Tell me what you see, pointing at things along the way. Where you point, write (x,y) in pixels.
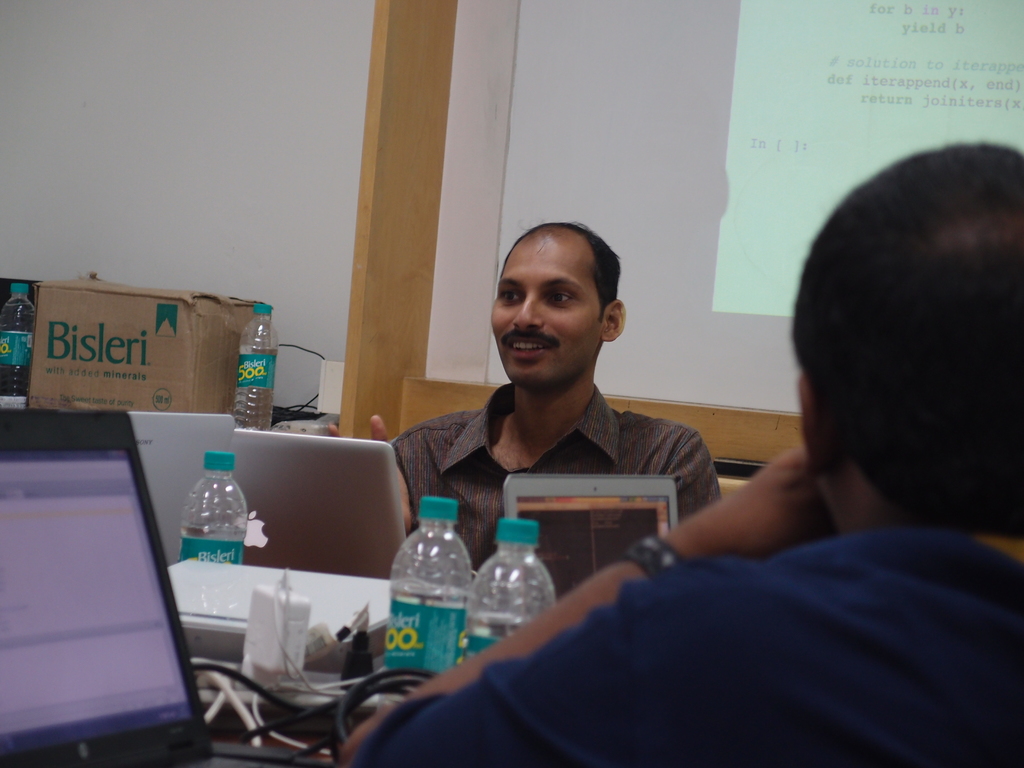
On the right hand side (903,445), there is a man (890,572) in blue color t-shirt (778,614). In front of him, there is a man (516,374) sitting and laughing. There are laptops (258,465), bottles (517,524), scanner (237,603) on the table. In the background (253,389), there is a box (213,377), bottle (249,362), white color wall (244,110), a wood material (372,312), and some other items (329,379).
